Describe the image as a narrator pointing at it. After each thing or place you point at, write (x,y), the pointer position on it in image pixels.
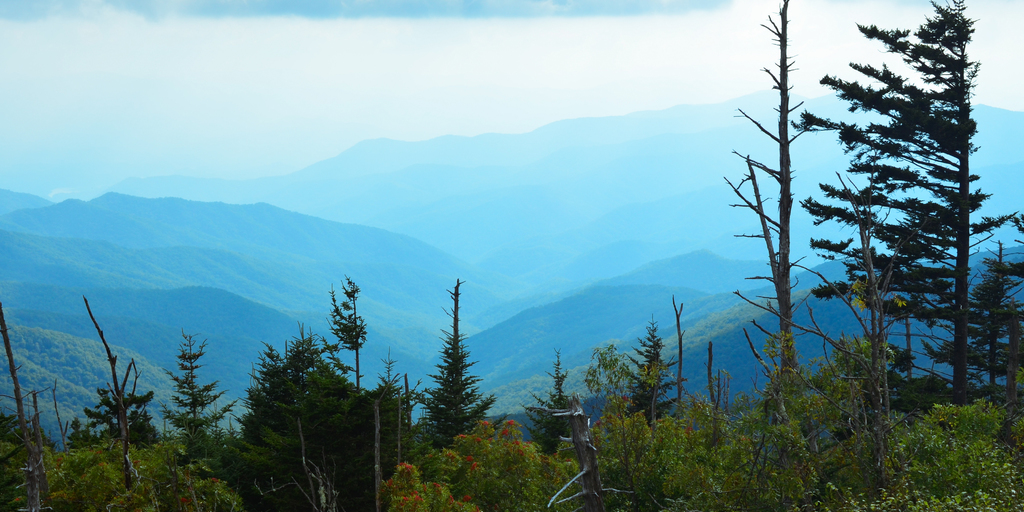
In the center of the image (439,239) mountains (680,173) are there. At the bottom of the image (568,398) we can see trees (482,421), flowers (402,464) are there. At the top of the image (275,72) clouds (266,66) are present in the sky (328,92).
